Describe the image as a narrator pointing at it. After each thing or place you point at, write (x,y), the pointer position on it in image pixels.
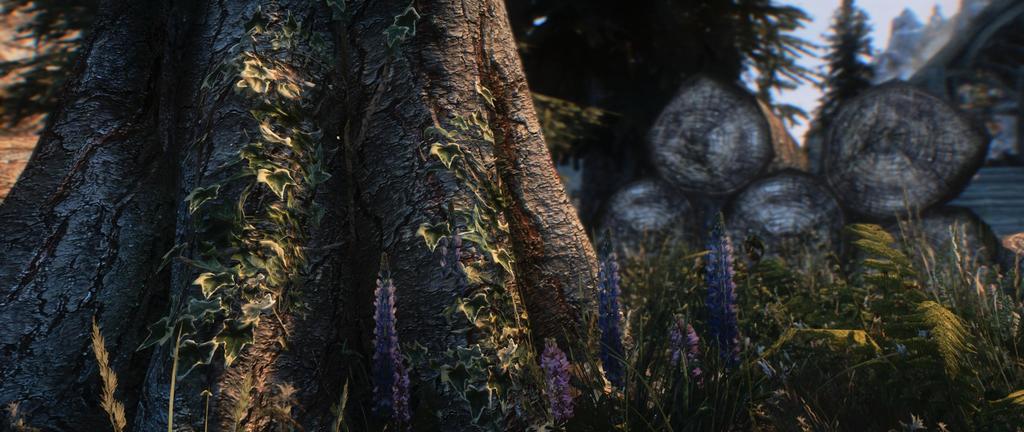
In the center of the image (406,218) there are trees (656,32). On the right (694,154) we can see logs (841,120). In the background (812,109) there is sky (804,62).
